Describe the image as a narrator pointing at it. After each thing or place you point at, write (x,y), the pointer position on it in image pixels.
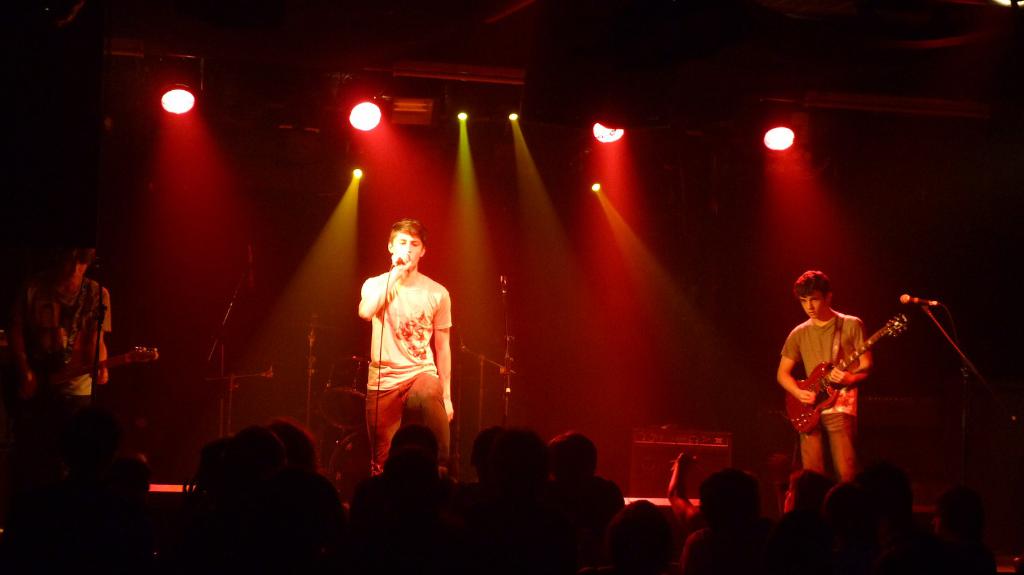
In the foreground of the picture (93,450) there are audience (128,501). In the center of the picture (399,329) there is a band (65,381) performing. On the stage (152,375) there are people (93,338) playing guitar (806,410), drums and a person (391,288) singing. At the top (167,95) there are lights (182,103). In the background (53,216) it is dark.
